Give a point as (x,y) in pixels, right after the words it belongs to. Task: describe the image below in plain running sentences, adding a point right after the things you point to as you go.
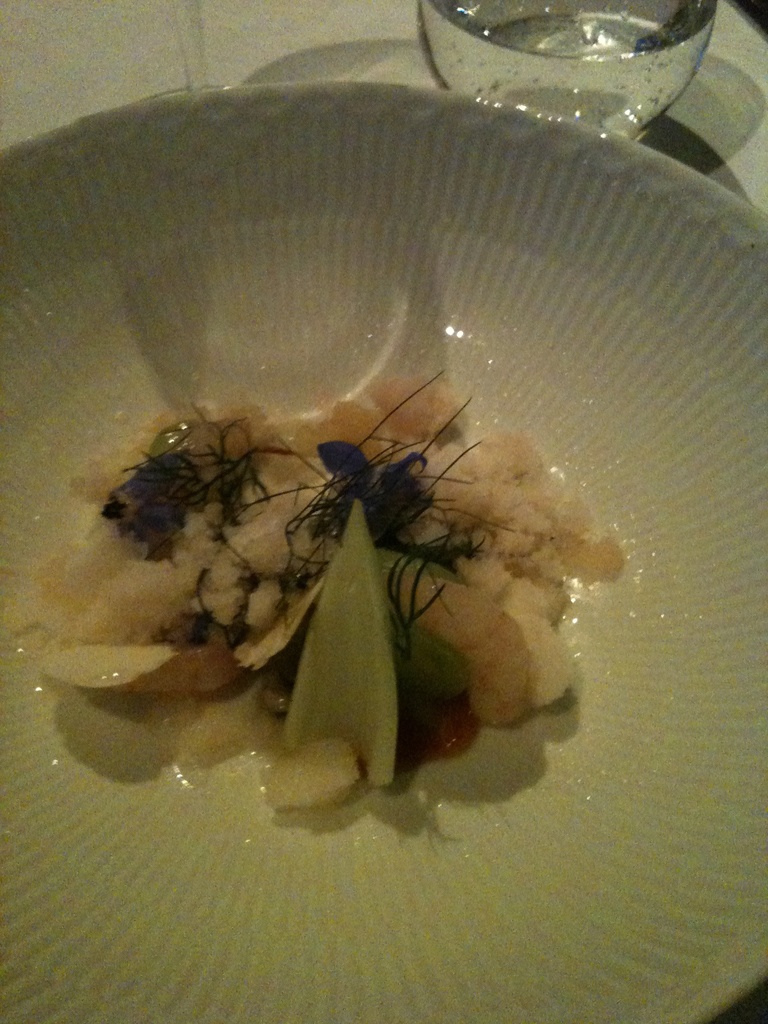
Here I can see a white color bowl (250,249) which consists of some food item (204,566) in it and this is placed on a table (233,43). Beside this bowl (521,243) I can see a glass (543,28) with some water (537,52).
